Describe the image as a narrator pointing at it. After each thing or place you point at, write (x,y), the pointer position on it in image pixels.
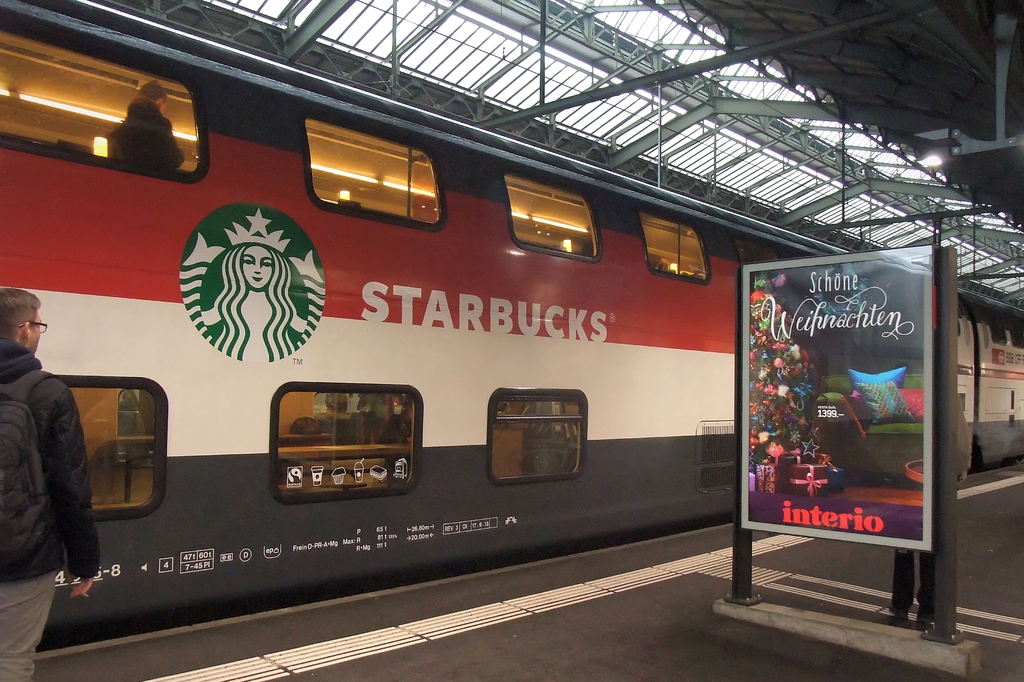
Here in this picture we can see a train (452,188) present over there and in that we can see tables (355,443), chairs (145,460) present, we can also see light (523,215) on the roof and we can see people (126,151) standing over there and on the left side (61,404) we can see a person (61,404) standing on the platform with a bag (42,495) on him and right side (860,470) we can see a hoarding (790,520) present and at the top (726,195) we can see a roof (737,195) present with lights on it over there.
